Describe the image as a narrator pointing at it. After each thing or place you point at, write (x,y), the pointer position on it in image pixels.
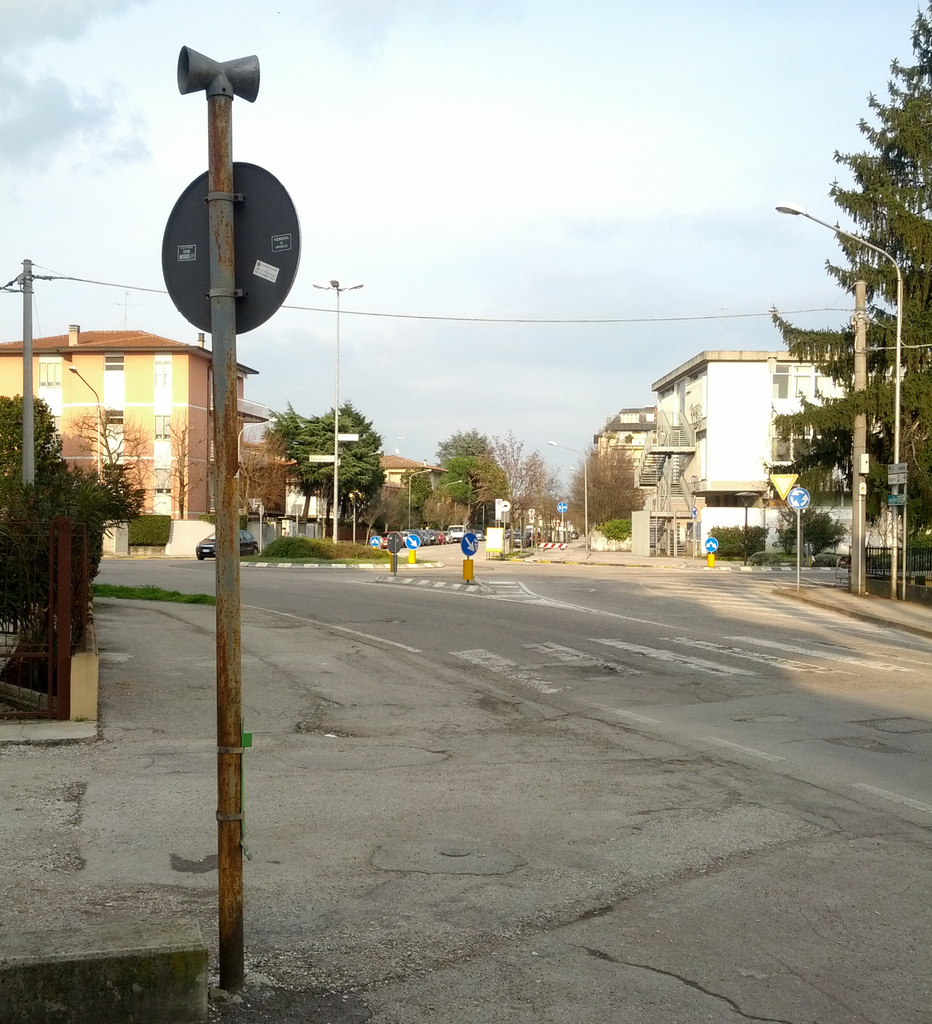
In this picture we can see a 4 way street (498,742) surrounded with houses (145,456), trees (244,487) and poles (223,858).
